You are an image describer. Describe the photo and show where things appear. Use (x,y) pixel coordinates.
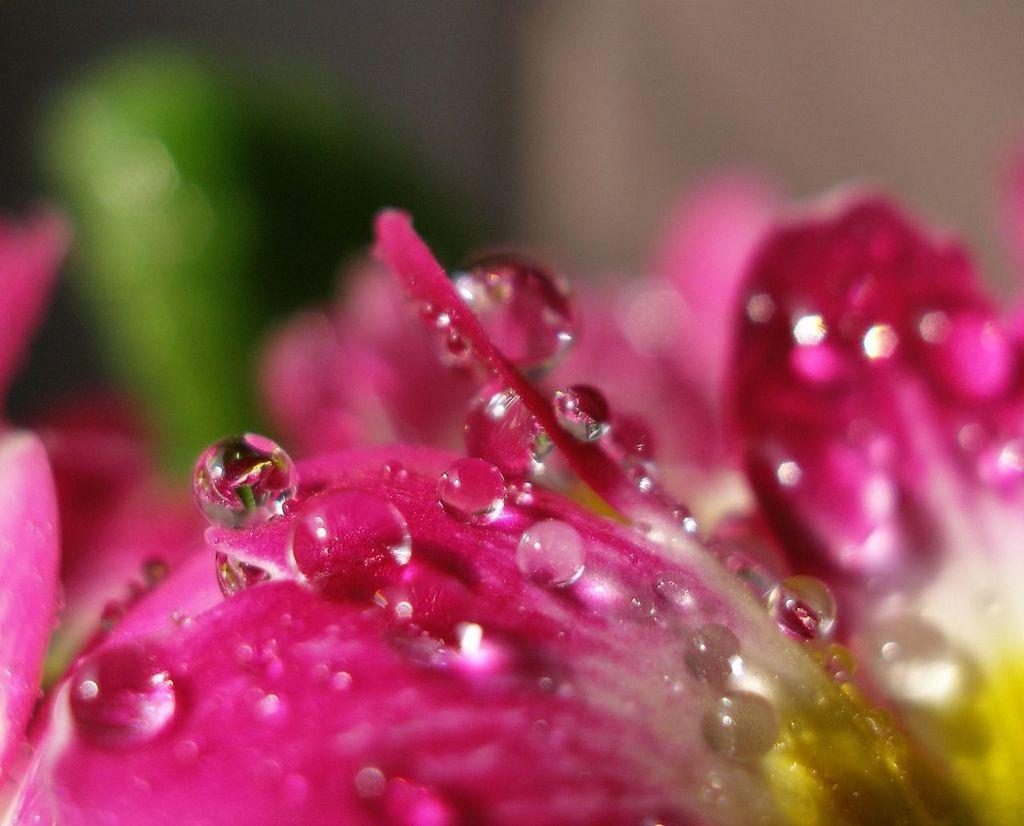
In this image we can see a close view of a flower (351,652) on which we can see water droplets (82,715). The background of the image (790,47) is slightly blurred.
